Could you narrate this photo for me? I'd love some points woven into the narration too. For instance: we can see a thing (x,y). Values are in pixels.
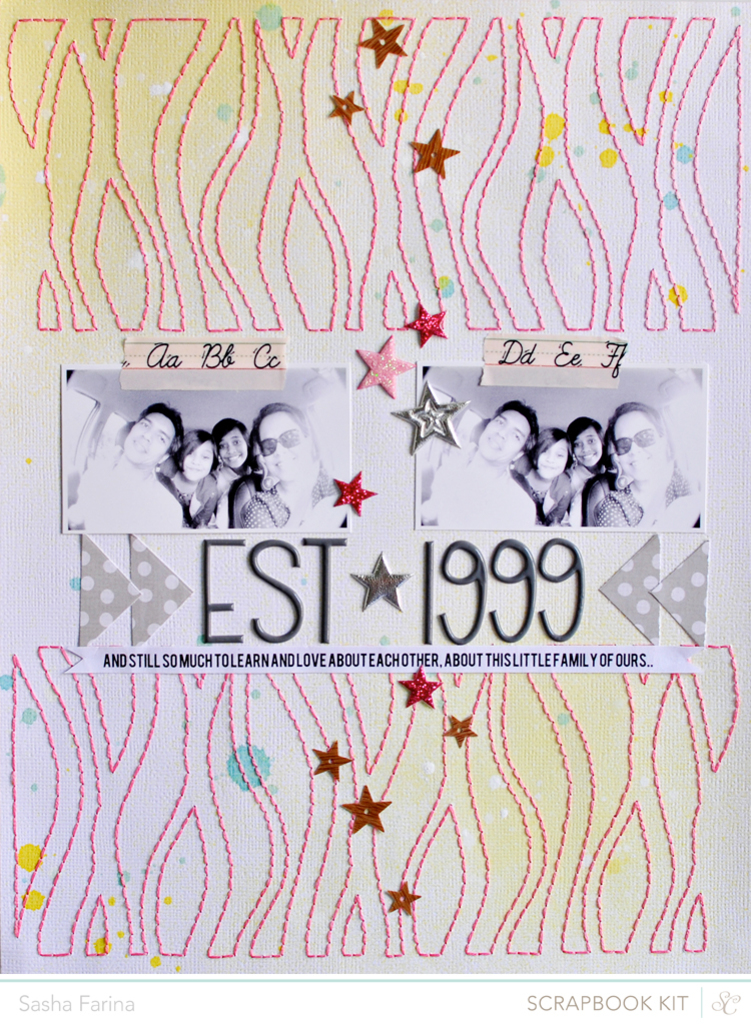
In the foreground of this image (643,604), there are posters (708,470), text (254,572), stickers (423,676) and also a thread (416,185) stitched on the white surface (57,442).
